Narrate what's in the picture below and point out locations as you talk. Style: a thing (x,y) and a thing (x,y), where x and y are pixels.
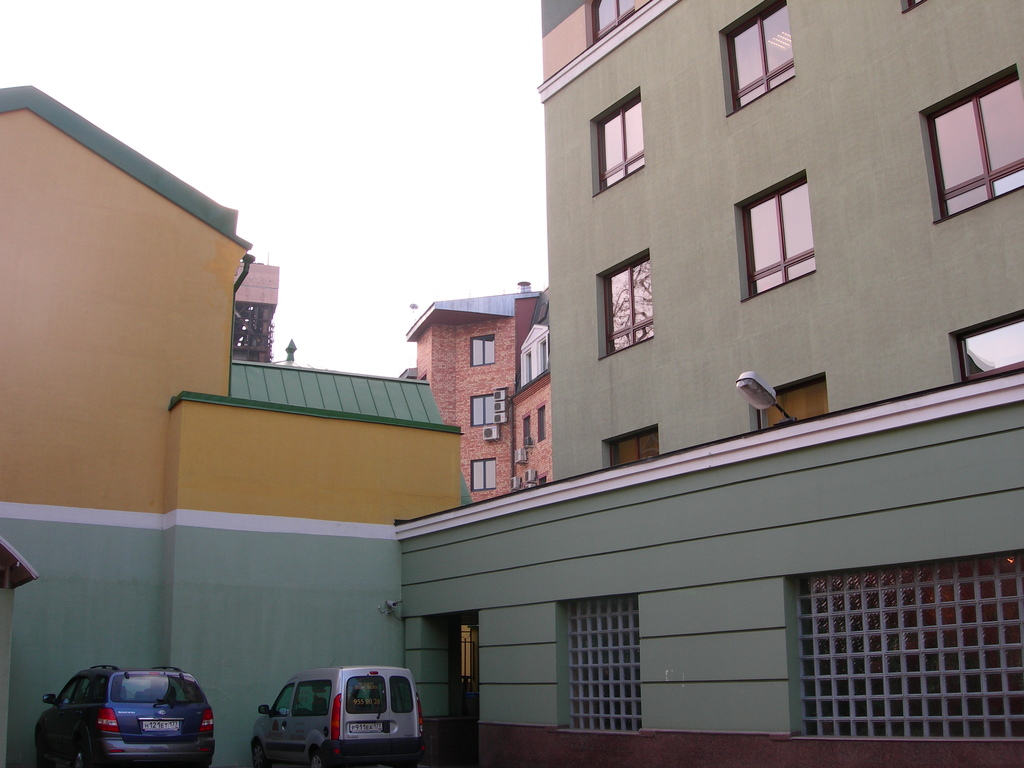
In this image there are buildings (368,397) and we can see cars (361,680). In the background (353,244) there is sky (326,160).
